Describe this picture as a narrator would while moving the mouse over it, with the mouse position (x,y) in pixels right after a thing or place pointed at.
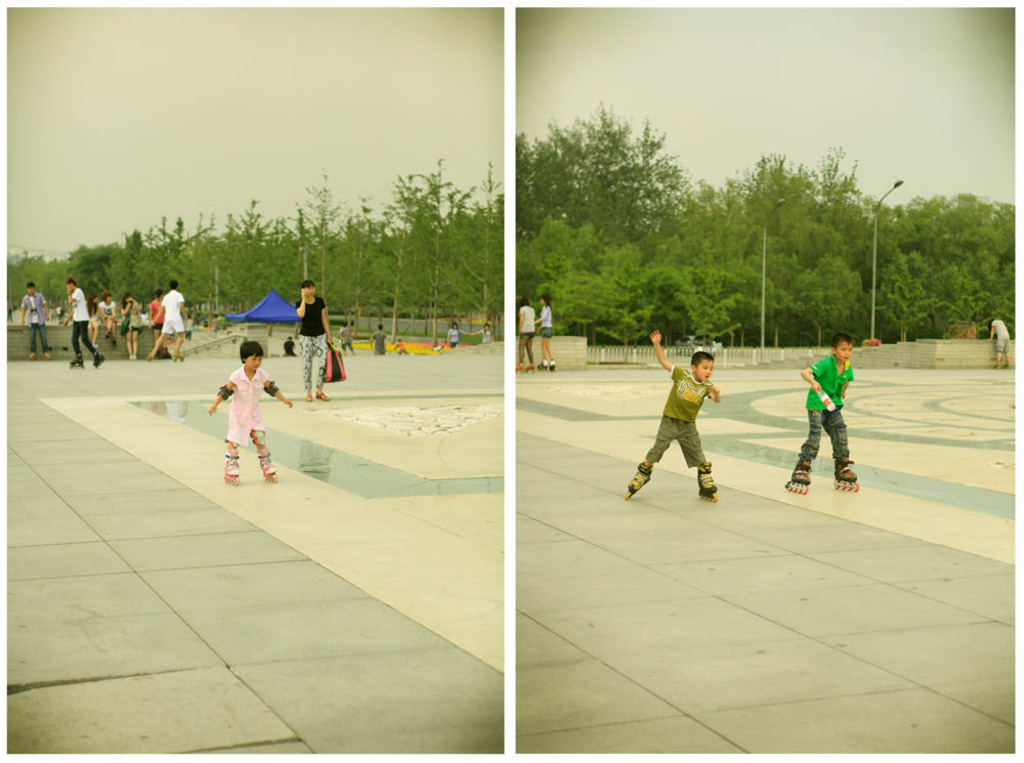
This picture is collage of 2 images. On the right side of the image (814,379) there are persons (682,437) skating and there are poles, trees (772,276) and there is a man (999,348) standing on the right side (1005,343). On the left side of the image (256,382) there is a kid (253,414) skating and in the background (111,331) there are persons (127,325) standing and skating and walking and there are trees (380,261).
